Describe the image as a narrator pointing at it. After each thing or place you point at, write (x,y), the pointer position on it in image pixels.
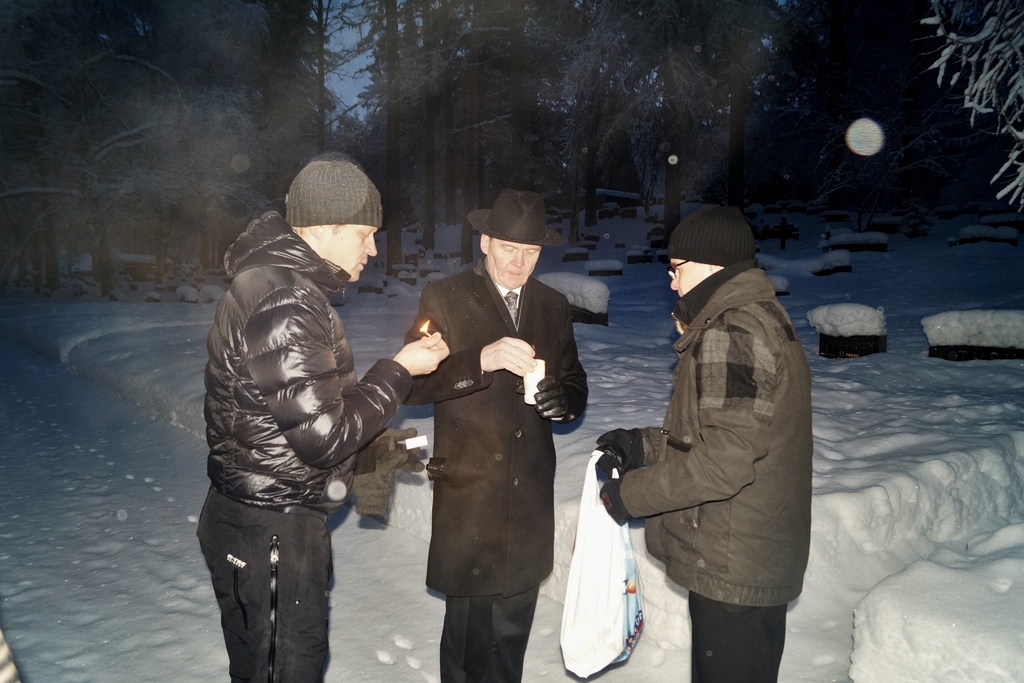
Here in this picture we can see three men (695,409) standing on the ground (406,564), which is fully covered with snow (174,523) and we can see all of them are wearing jackets (313,459) and coats (487,401) and two persons (357,242) are wearing caps (332,189) and the person (543,339) in the middle (517,253) is wearing a hat (518,235) and the person (735,454) on the right side (728,454) is carrying a plastic cover (584,496) in his hands (621,468) and wearing gloves (621,450) and the person (336,380) on the left side (325,391) is holding a match box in his hands (406,353) and behind them we can see plants (61,244) and trees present over there.
